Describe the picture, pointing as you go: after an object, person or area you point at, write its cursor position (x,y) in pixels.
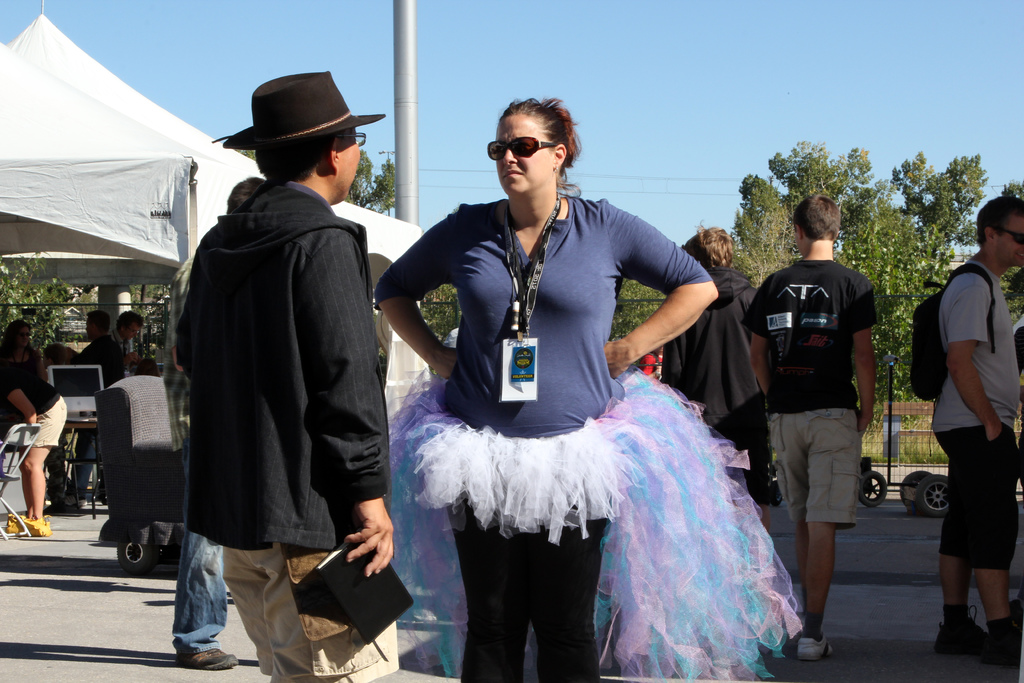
In this picture there is a lady (769,626) in the center of the image (501,245), it seems to be she is wearing a costume (542,483) and there are other people (229,268) in the image, there are tents (248,168), a pole (404,40), and trees (386,167) in the background area of the image (403,221) and there is a monitor (90,408) and a sofa (124,472) in the background area of the image (172,496).
